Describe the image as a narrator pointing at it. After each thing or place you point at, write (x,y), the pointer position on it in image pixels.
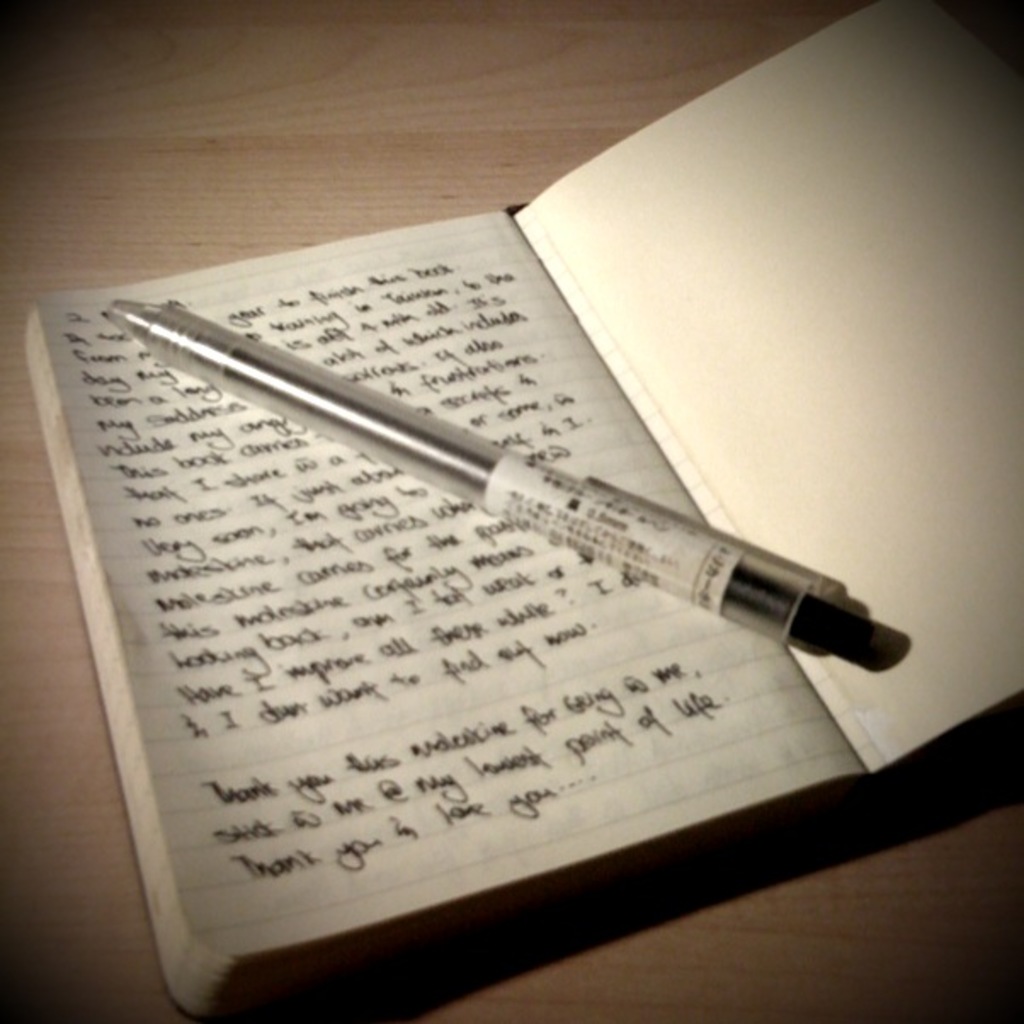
In this image I can see the cream colored table (331,135) and on it I can see a book (658,323). I can see something is written and a pen (822,628) on the book (369,600).
